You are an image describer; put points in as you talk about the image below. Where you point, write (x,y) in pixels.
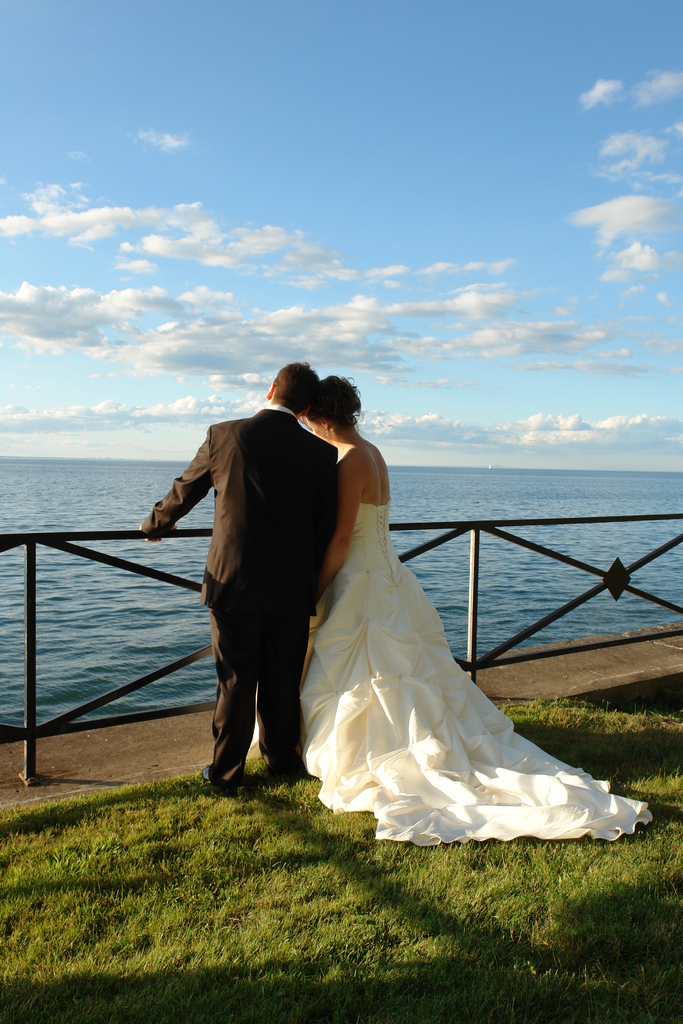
This picture might be taken from outside of the city and it is sunny. In this image, in the middle (264,509), we can see two people (280,500) man (325,501) and woman (340,511) are standing on the grass (578,1013) in front of the metal grill (121,531). In the background (134,546), we can also see a water (482,472) in a lake (502,479). On the top (528,167), we can see a sky (540,209), at the bottom (639,823) there is a grass (356,839) and a land (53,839).
